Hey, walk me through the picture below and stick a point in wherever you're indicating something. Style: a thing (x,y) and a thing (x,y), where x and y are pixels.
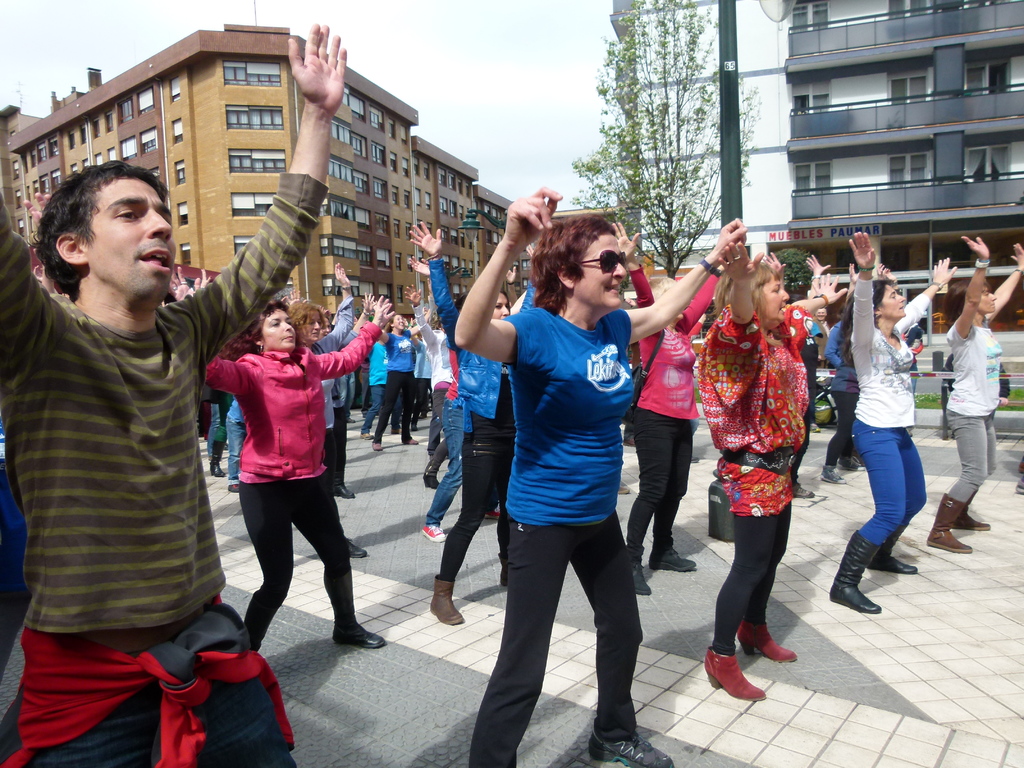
In this picture we can see some people (540,343) are dancing on the road (937,442), around we can see some buildings (260,124) and trees (639,170).
